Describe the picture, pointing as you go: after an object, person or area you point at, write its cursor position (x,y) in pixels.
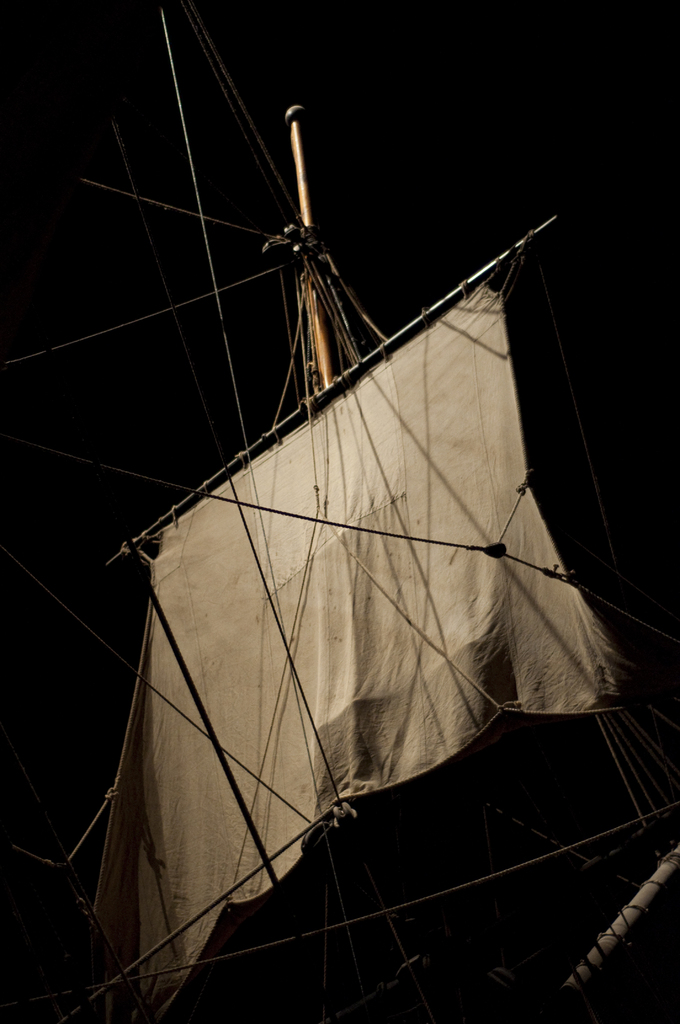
In this image I can see cloth (368,607), rod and ropes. In the background of the image (669,514) it is dark.
